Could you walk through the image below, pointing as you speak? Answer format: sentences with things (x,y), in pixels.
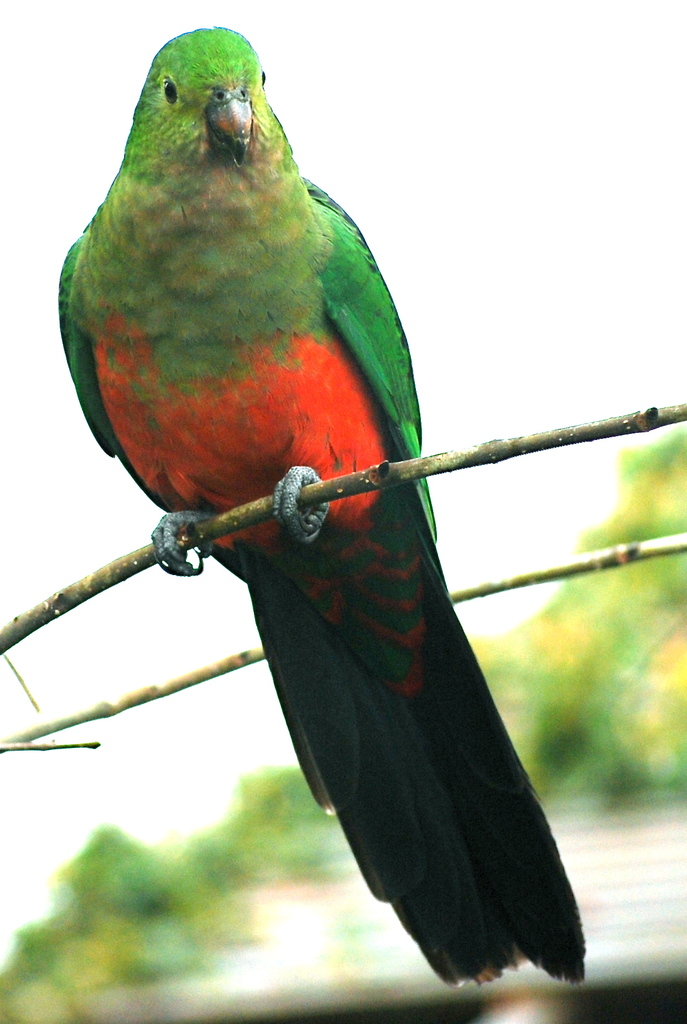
In the center of the image (365,500) there is a bird (454,952) on a stick (265,511). In the background of the image (595,673) there are trees (257,818).
